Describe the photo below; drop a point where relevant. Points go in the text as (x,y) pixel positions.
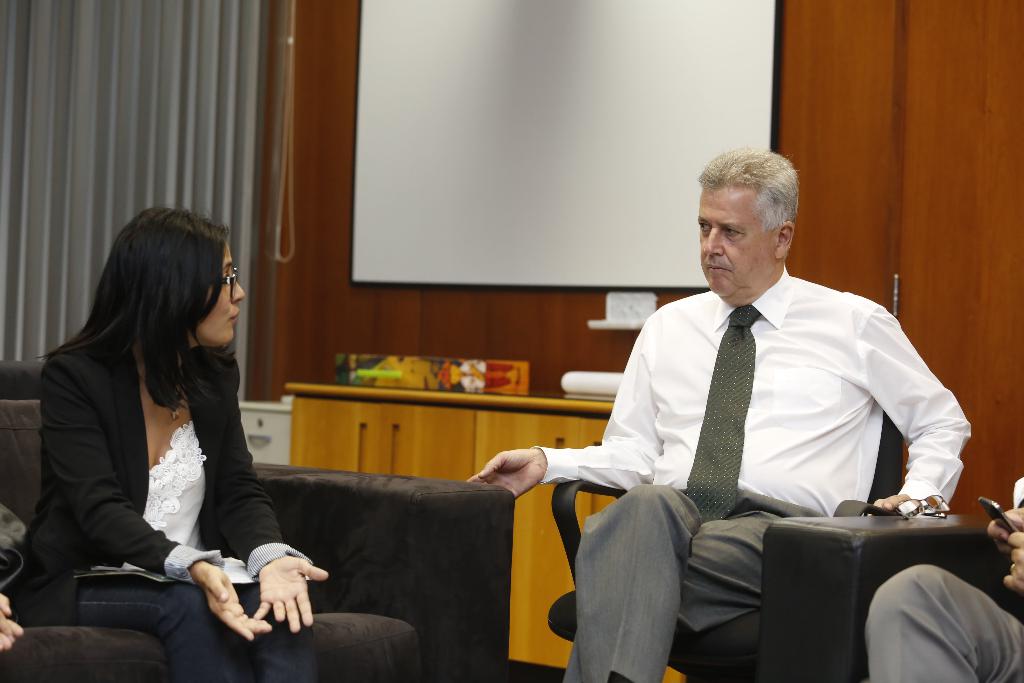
In this picture there is a man (808,383) wearing white color shirt (678,381) and grey pant (751,584) sitting on the chair (853,504) and looking to the woman (211,430) sitting beside him. Behind we can see wooden wall (797,162) and white color projector screen (497,213).
